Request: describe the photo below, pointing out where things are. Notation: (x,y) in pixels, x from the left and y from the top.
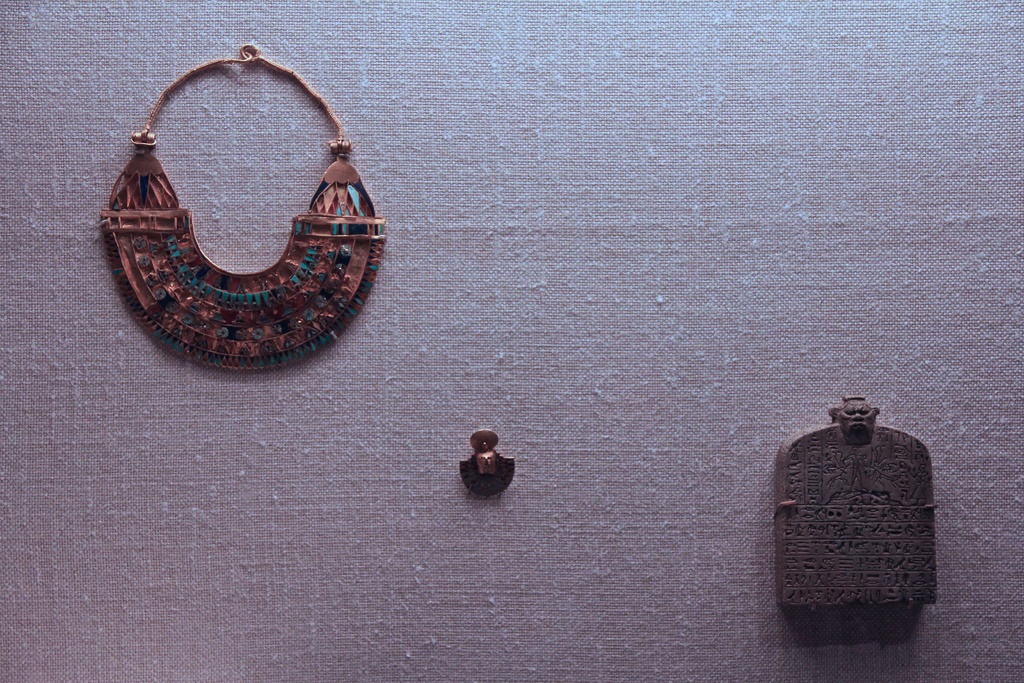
In the image there is a necklace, earring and an ornament (826,494) on the cloth (585,171).
